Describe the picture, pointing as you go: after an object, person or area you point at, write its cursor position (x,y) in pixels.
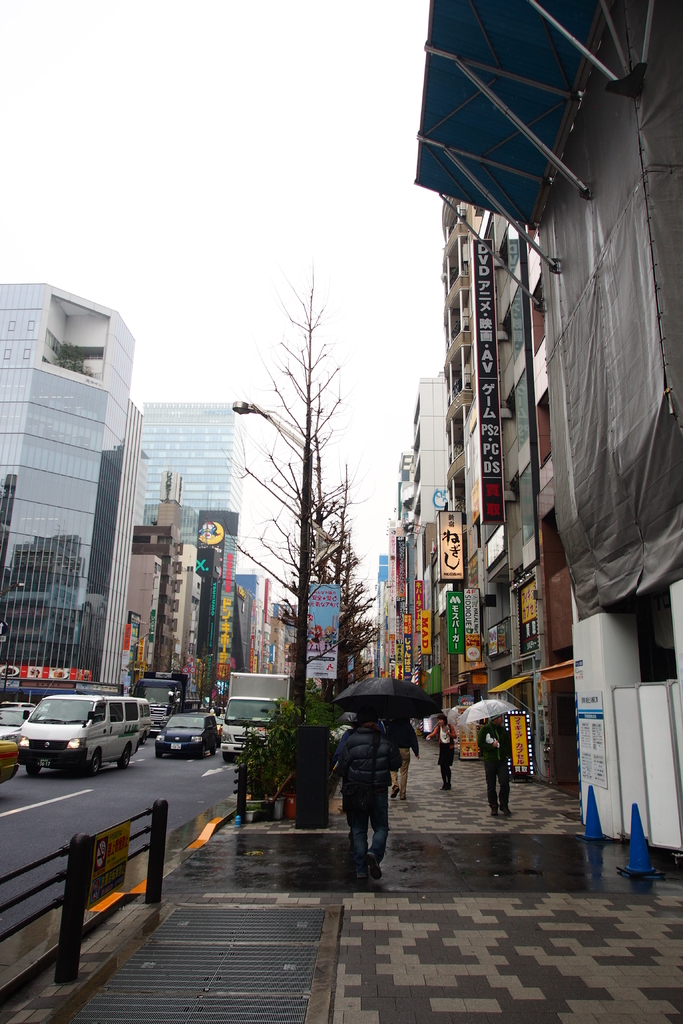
This picture is clicked in the city. In this picture, we see people (381,746) are walking on the footpath (389,826). Most of them are holding the umbrellas (415,701) in their hands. Beside them, we see railing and trees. On the left side (184,687), we see the vehicles (239,690) moving on the road (180,812). On the right side (520,464), we see buildings (554,559), traffic stoppers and the boards (495,340) in white, blue and black color with some text (455,611) written on it. There are buildings (197,586) and trees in the background (166,534).
